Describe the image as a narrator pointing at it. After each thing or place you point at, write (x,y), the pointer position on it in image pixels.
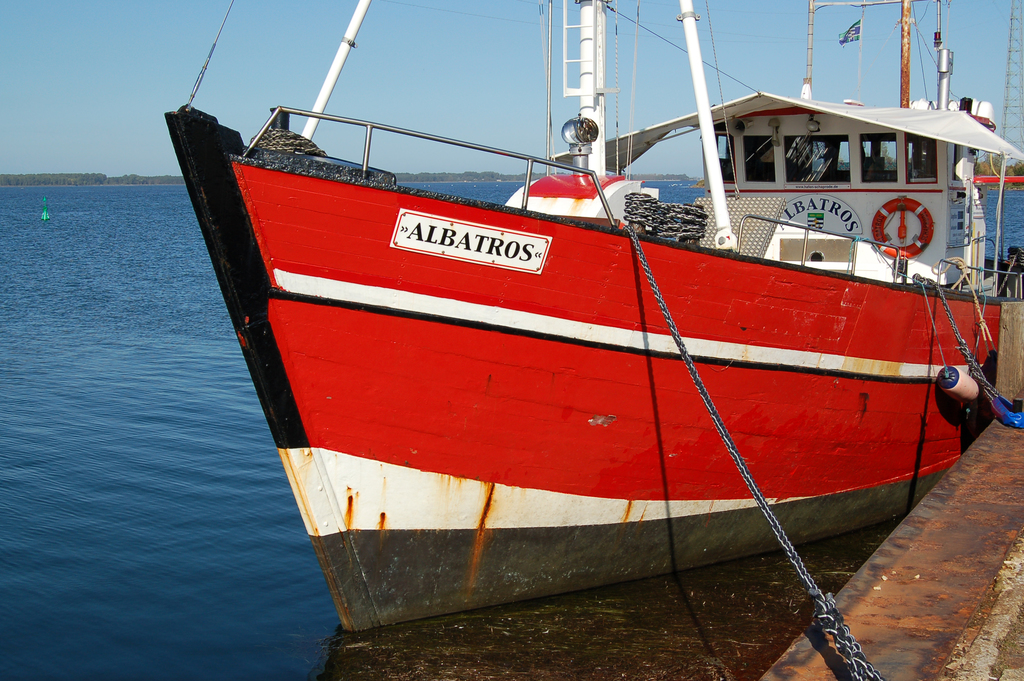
There is a ship (619,397) on the water (221,363). It is tied with ropes (647,257). There is sky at the top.
